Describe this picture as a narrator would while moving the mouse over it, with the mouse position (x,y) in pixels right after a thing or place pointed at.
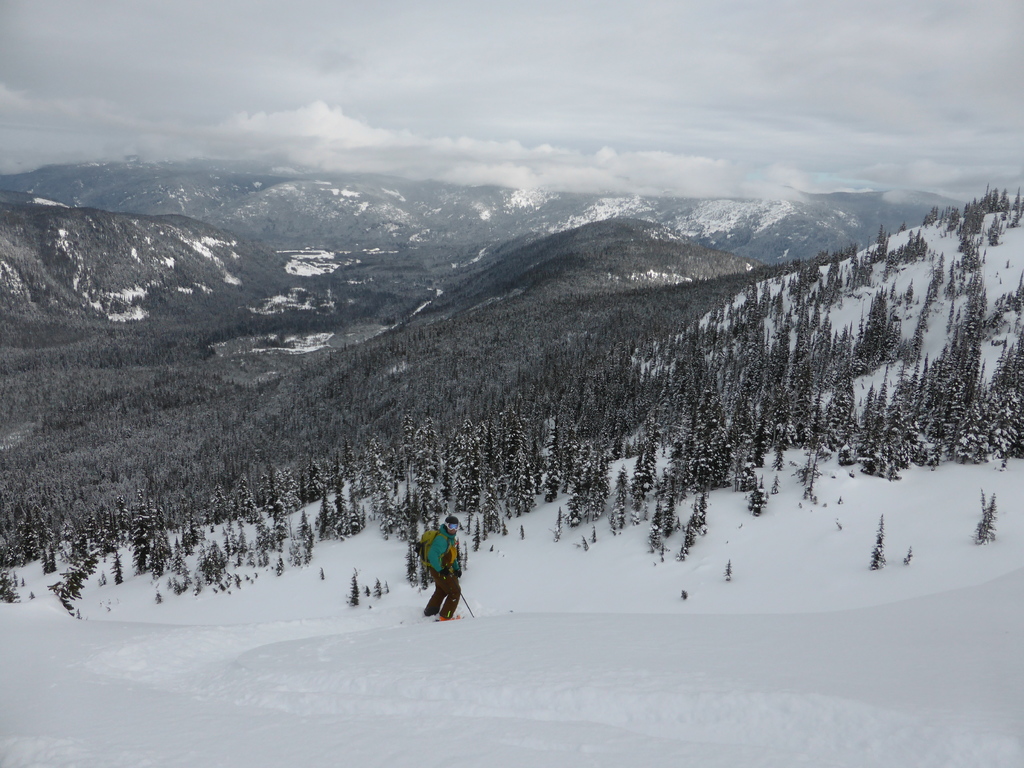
In this image we can see a person (443,547) wearing bag (433,537) and holding a stick (466,603) is standing on the snow (463,663). In the background (981,502) we can see group of trees (663,334) and sky (564,82).
